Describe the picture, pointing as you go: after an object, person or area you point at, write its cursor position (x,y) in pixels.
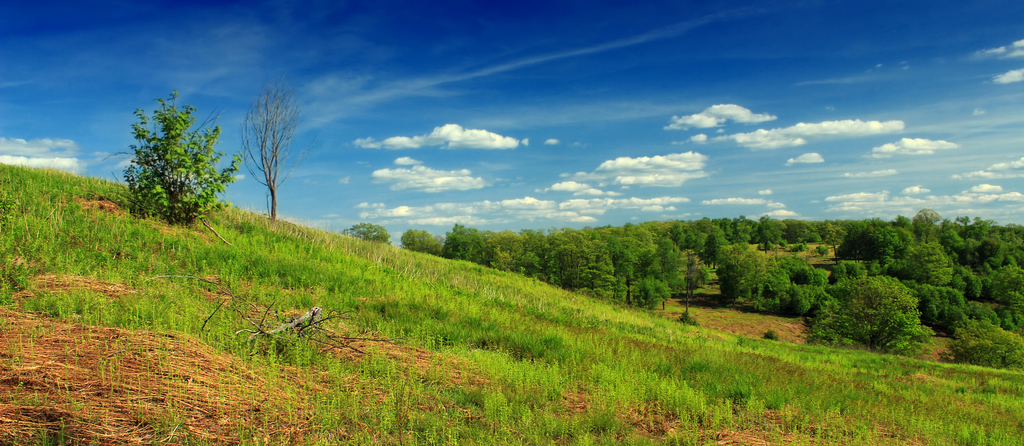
In this image I can see grass (906,367) and trees (617,263) in green color. Background (429,92) the sky (615,126) is in blue and white color.
